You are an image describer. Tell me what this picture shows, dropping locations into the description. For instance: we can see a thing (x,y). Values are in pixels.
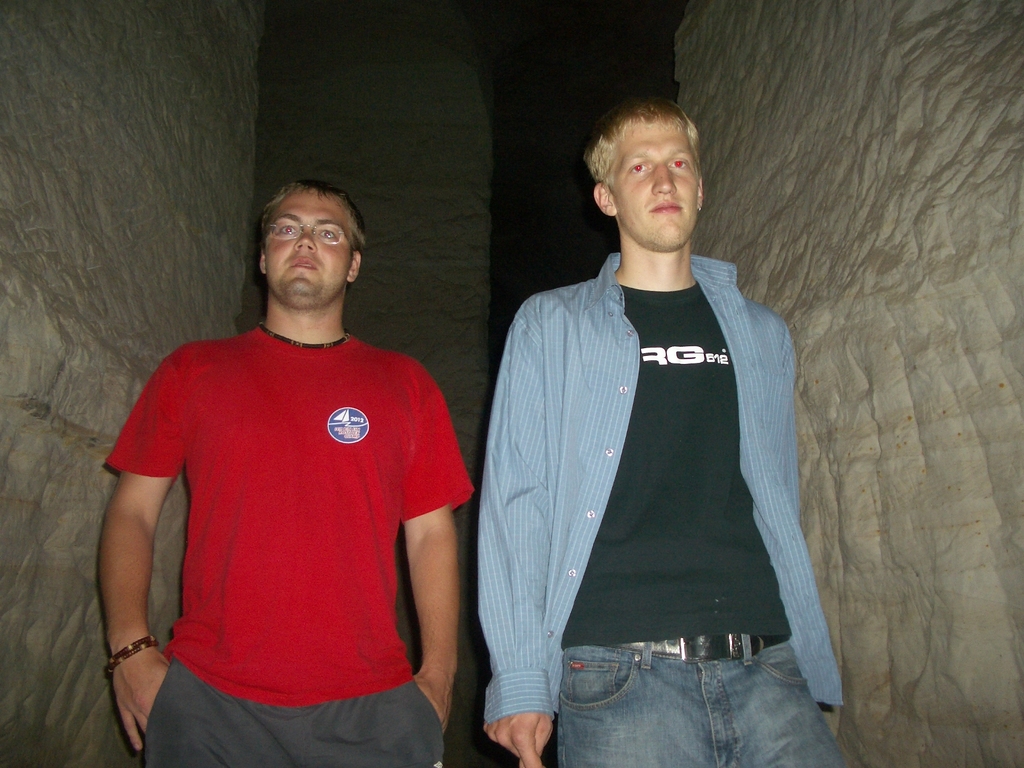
In this image we can see two persons (447,502) standing. On the backside (121,334) we can see a wall (126,281).
